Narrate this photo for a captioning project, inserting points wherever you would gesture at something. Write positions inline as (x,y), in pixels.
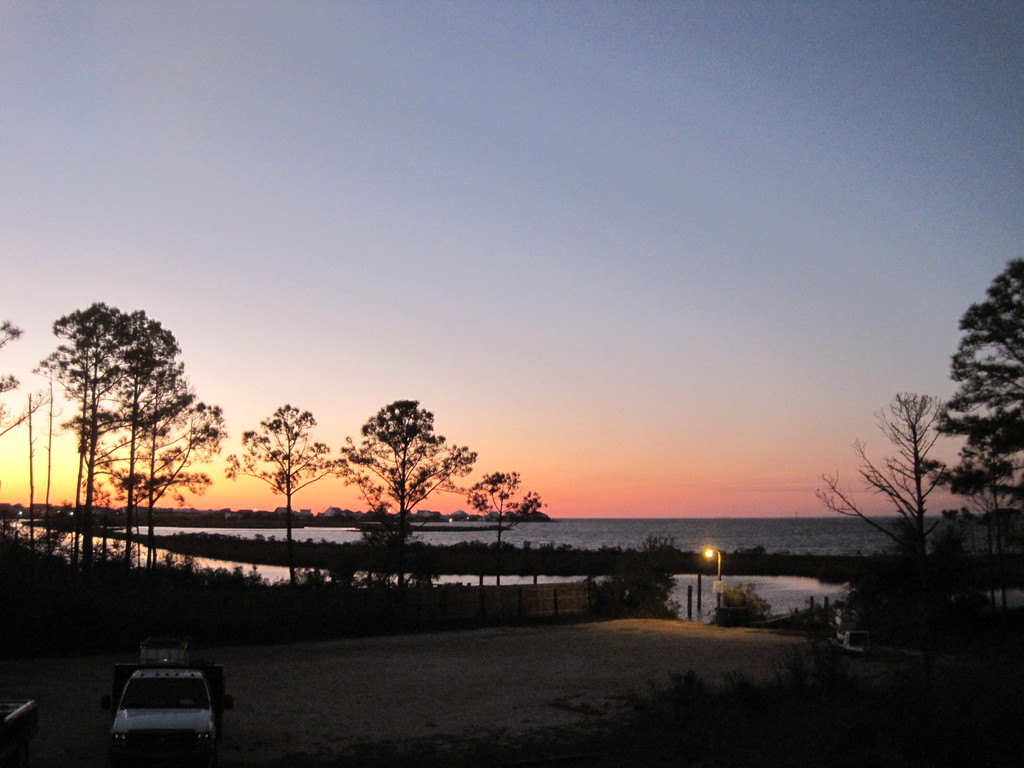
In this picture I can see trees (963,555), plants (427,560) and I can see water (596,521) and a vehicle (172,677) and looks like few buildings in the back (435,510) and I can see blue sky (515,132).
